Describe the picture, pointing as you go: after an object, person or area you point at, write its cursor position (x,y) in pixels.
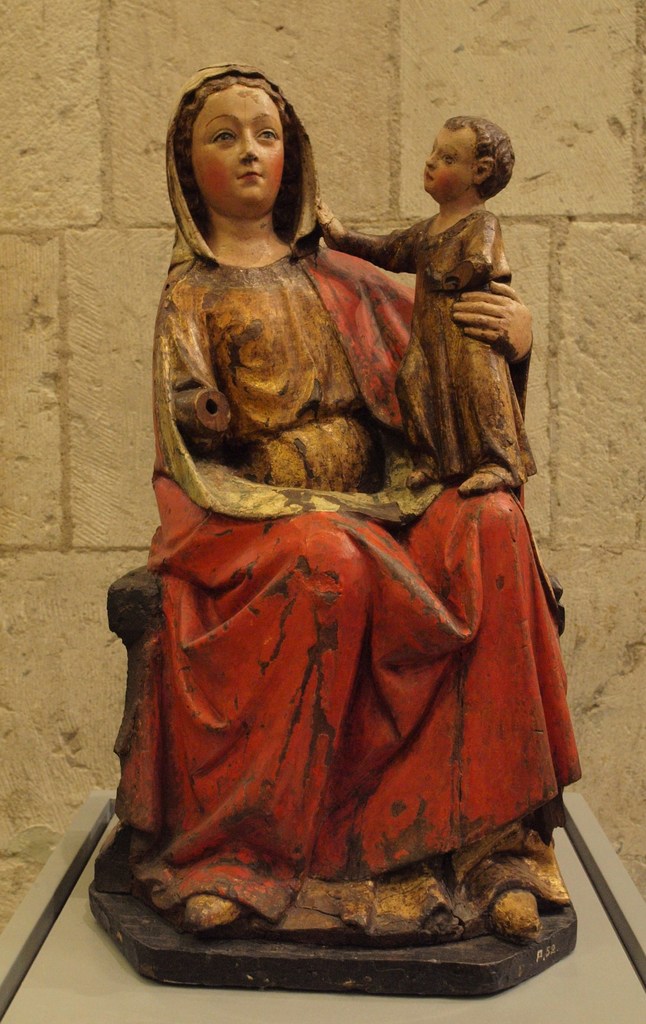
In this picture we can see the statue (409,451) of a lady (175,376) holding a baby (452,137) in her hand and sitting on something. Behind the statue (365,504) we can see a stone wall (135,280).
